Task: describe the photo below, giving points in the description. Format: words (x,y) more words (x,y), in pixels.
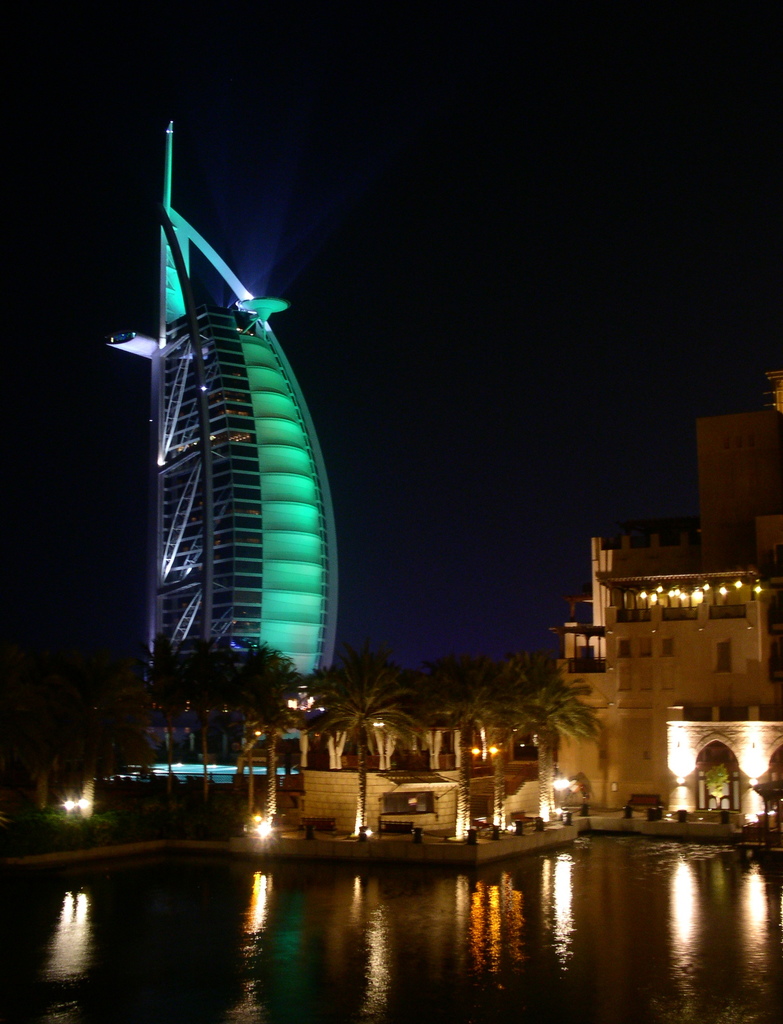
In this image we can see a glass tower (228,470), trees (48,723), buildings (649,731), lights (761,749) and other objects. At the top of the image (444,101) there is the sky (473,264). At the bottom of the image (525,931) there is water (396,963). On the water (525,861) we can see some reflections (275,988).
